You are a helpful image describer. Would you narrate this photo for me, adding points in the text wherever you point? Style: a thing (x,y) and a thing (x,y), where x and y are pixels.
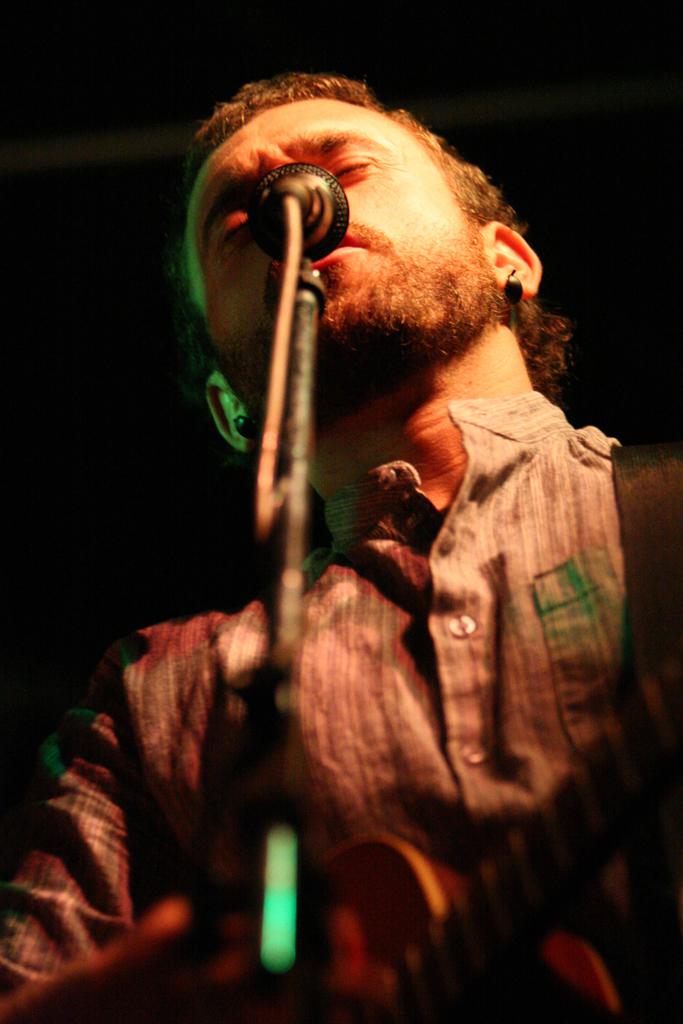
In the image we can see there is a man (481,804) who is standing and in front of him there is a mic (318,199) with a stand (265,437).
